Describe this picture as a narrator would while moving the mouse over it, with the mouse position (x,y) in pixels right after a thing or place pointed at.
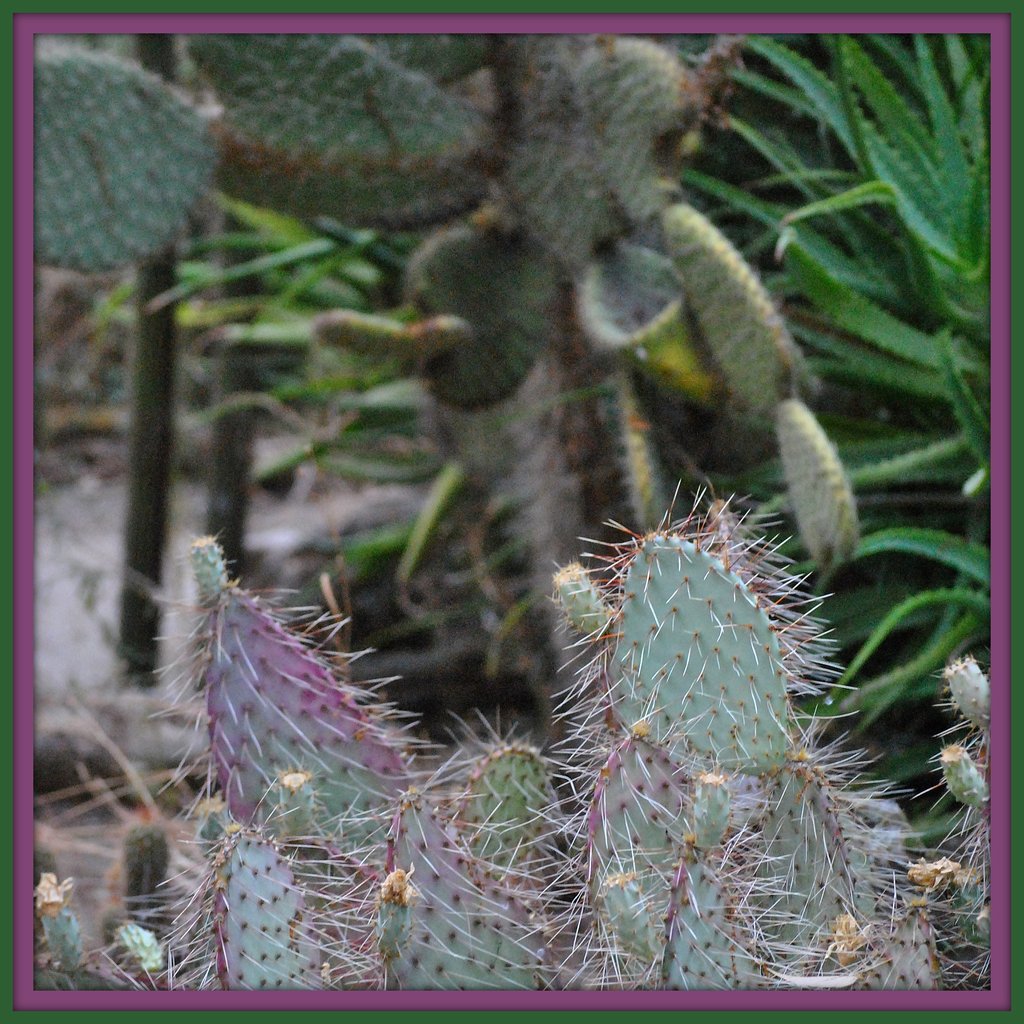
This is an edited picture I can see cactus plants (910,985), and in the background (549,285) there are plants (634,278).
